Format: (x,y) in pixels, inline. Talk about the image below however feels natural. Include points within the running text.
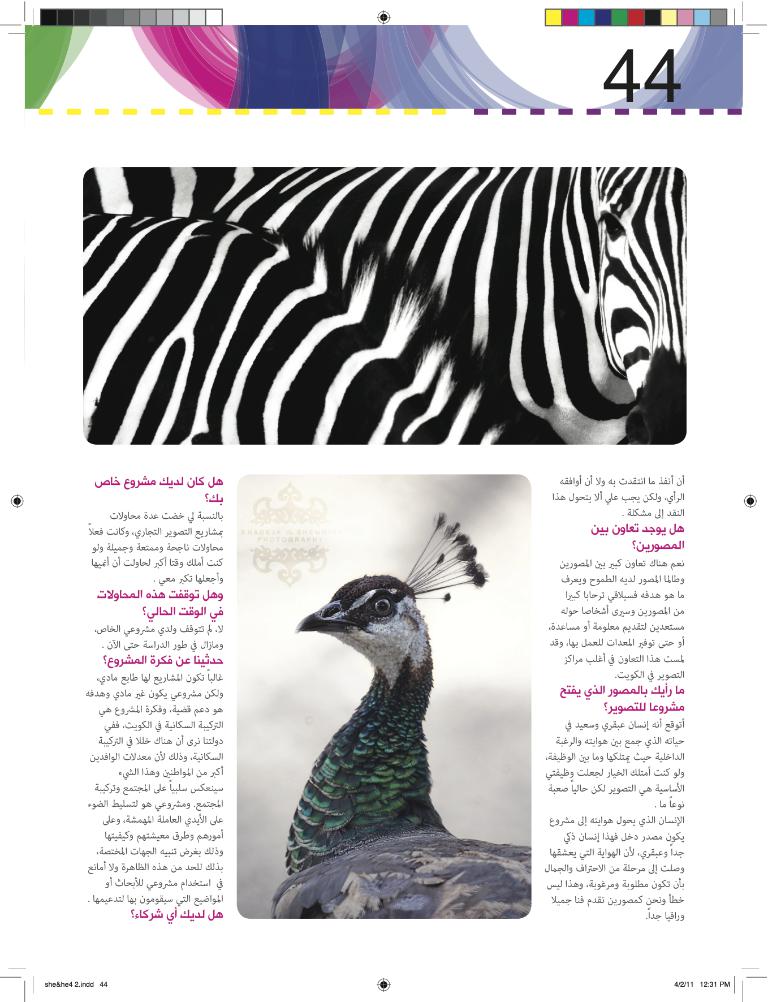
This is a picture of a newspaper (641,378). Here we can see there is something written in Arabic language (190,533) on either sides of a bird (374,782). Here we can see black and white stripes (524,327). At the top (667,51) we can see number "44".
